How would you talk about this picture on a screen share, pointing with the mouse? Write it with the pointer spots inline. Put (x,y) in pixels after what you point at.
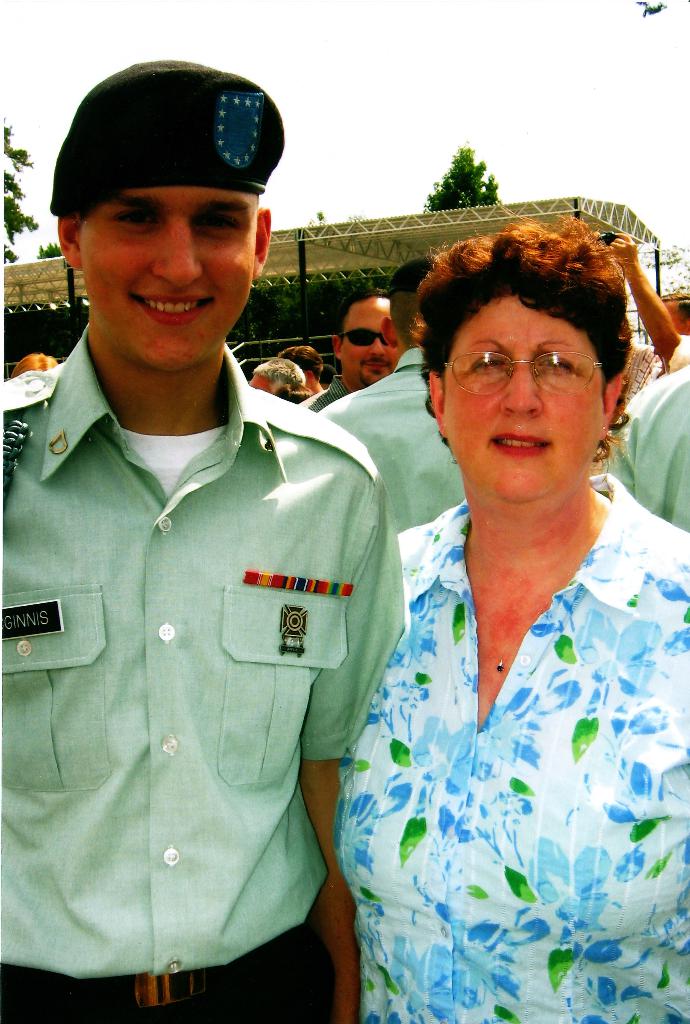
In this image in the foreground (279,582) there are two persons (473,551) who are standing, and in the background (402,403) there are a group of people (394,388) and some poles (305,285) and trees (469,185).
